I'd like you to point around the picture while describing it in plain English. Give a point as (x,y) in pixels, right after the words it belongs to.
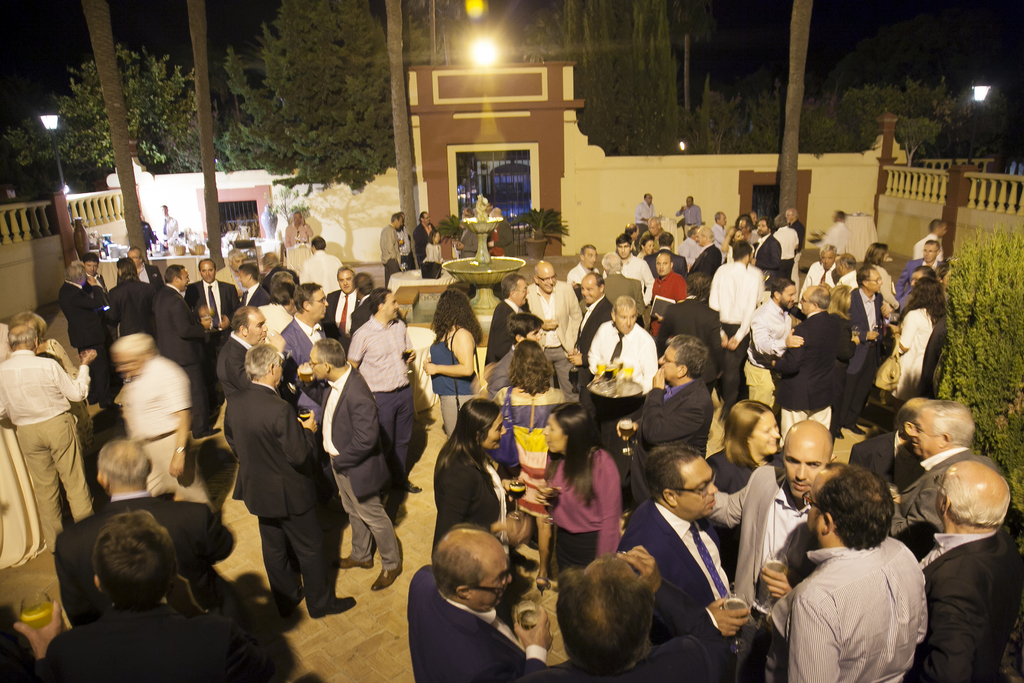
In this image, we can see some people (585,309) standing, on the right side (989,325), we can see plants (986,310), we can see the wall (716,178) and there are some trees (356,99).
